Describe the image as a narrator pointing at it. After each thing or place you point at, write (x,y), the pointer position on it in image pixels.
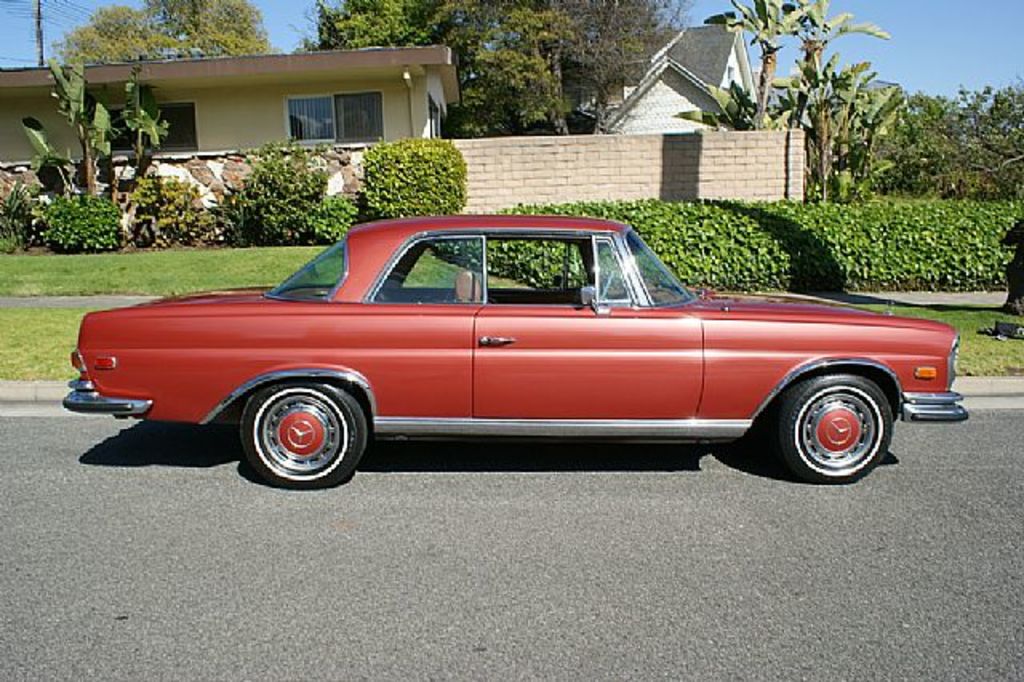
In this picture, we can see vehicle (87,328) on the road (183,475), we can see ground (163,278) with grass (306,260), trees (953,127), plants (898,237), houses (703,74) with windows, and the sky (877,11).
